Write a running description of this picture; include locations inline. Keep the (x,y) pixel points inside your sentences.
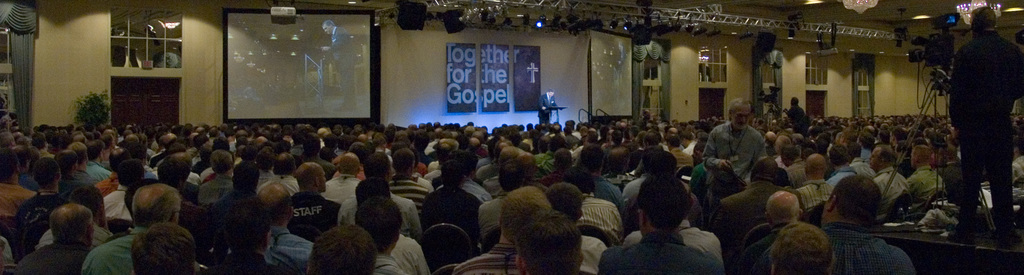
In this image we can see a group of people (887,242) sitting on chairs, some people (752,168) are standing and cameras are placed on stands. In the center of the image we can see screens (345,80), boards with text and a podium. In the background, we can see a plant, windows (657,89), curtains (778,78). At the top of the image (824,28) we can see some lights (599,18) on metal frames (617,5), speakers (410,10) and some devices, we can also see some chandeliers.
